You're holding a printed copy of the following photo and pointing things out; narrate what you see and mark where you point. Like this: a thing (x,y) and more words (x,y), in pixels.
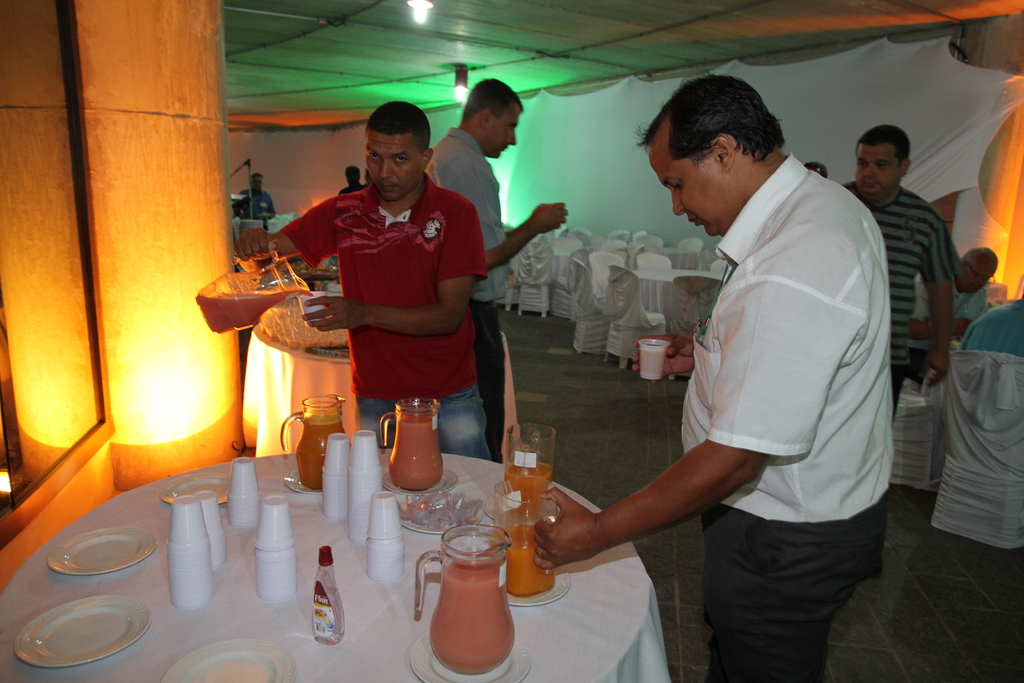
As we can see in the image, there is a wall (627,177), chairs (657,257), tables (320,652) and few people (890,358) standing on floor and on table (167,626) there are glasses (213,526), mugs (449,638) and plates (185,672).
